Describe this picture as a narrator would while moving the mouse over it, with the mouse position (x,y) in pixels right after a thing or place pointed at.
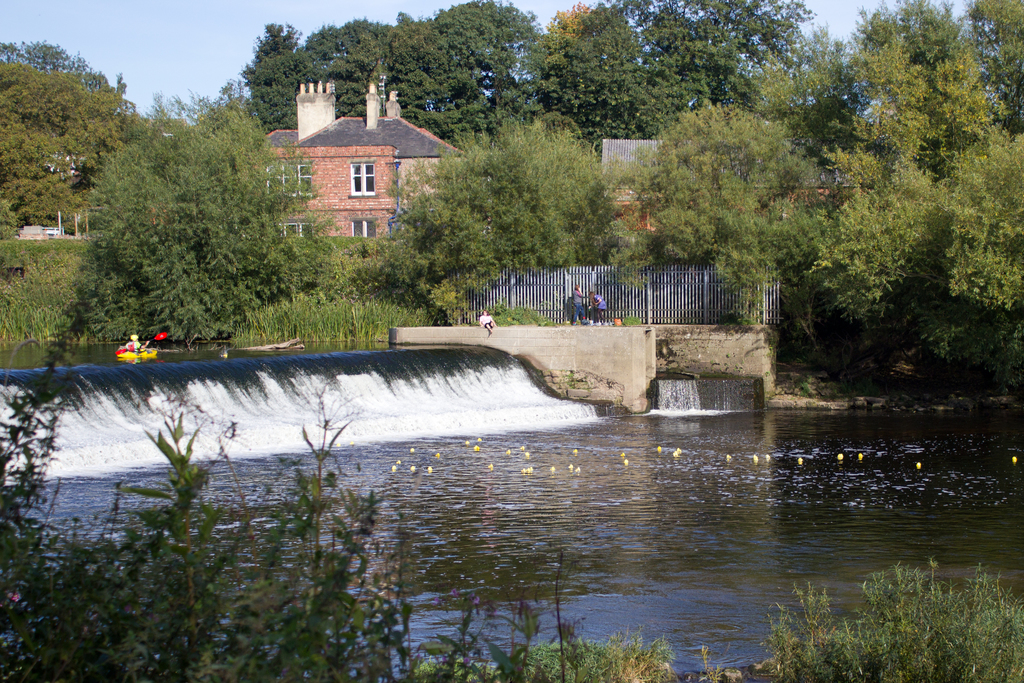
In this image I can see the water (543,494). I can see some people (492,321). In the background (322,293), I can see the trees (448,214), a house (376,142) and the sky (147,55).
